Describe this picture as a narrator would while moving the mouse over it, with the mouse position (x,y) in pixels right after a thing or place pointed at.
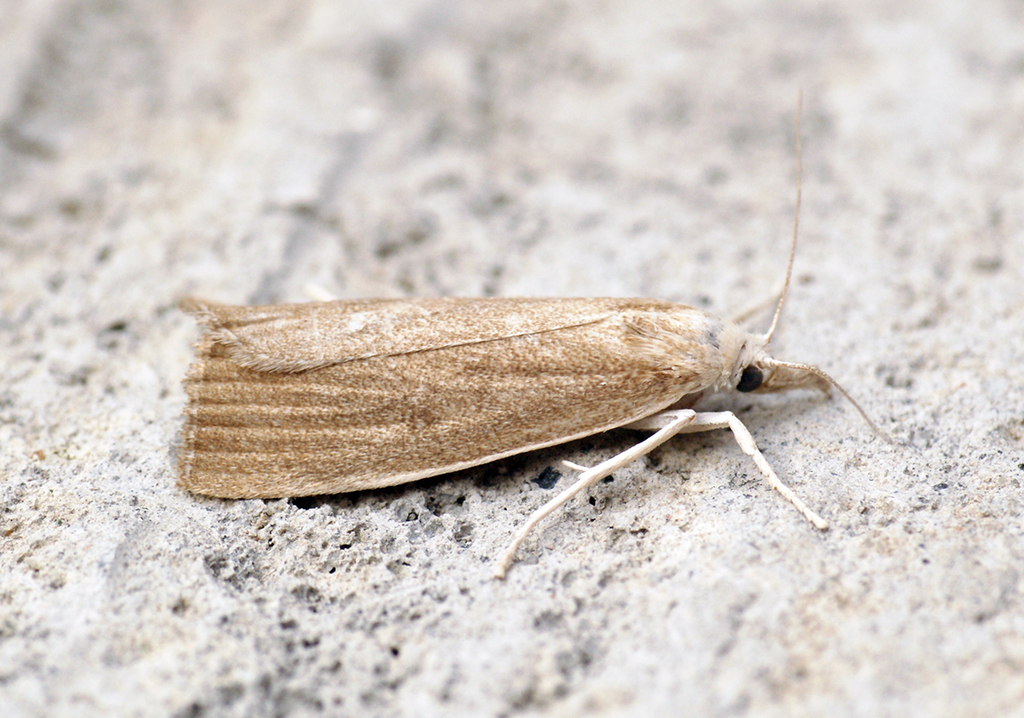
This image consists of an insect (442,466). At the bottom (423,617), there is a floor (52,416). The insect (476,340) is in brown color.
